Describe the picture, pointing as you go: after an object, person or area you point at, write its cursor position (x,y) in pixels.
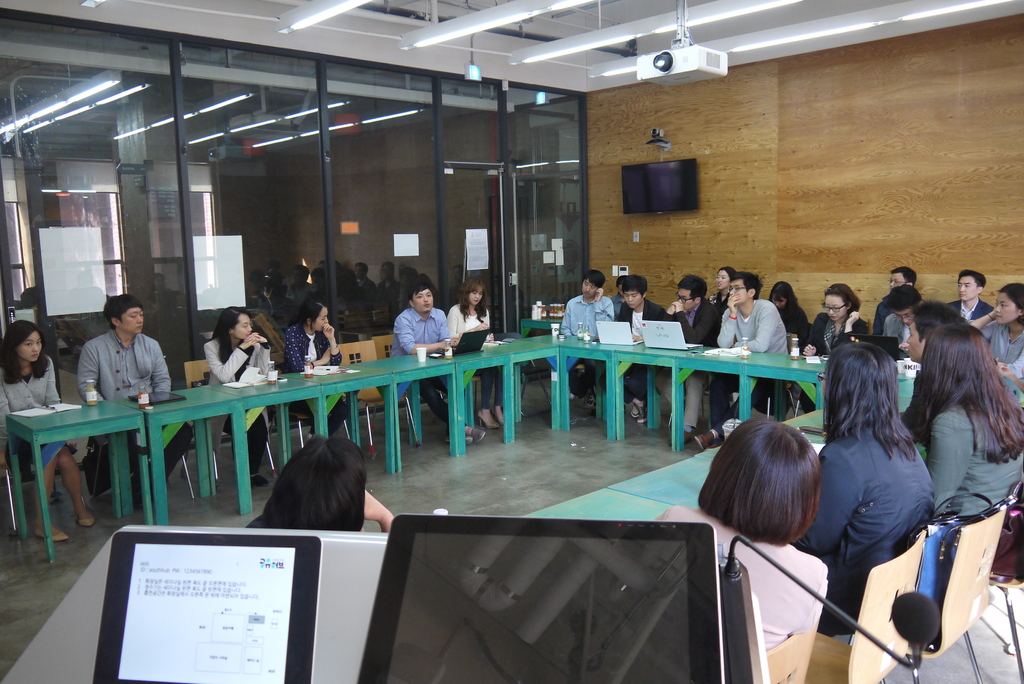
In this image, I can see groups of people (592,314) sitting on the chairs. There are laptops (482,330), bottles (147,402), papers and few other things (162,399) on the tables (679,399). At the bottom of the image (504,673), I can see the laptops (458,642) and mike (916,619) on an object (334,618). At the top of the image (686,75), there are tube lights (616,66) and a projector (696,66). In the background (546,235), I can see the glass doors (540,226) and a television (642,181) attached to the wall (737,160).
